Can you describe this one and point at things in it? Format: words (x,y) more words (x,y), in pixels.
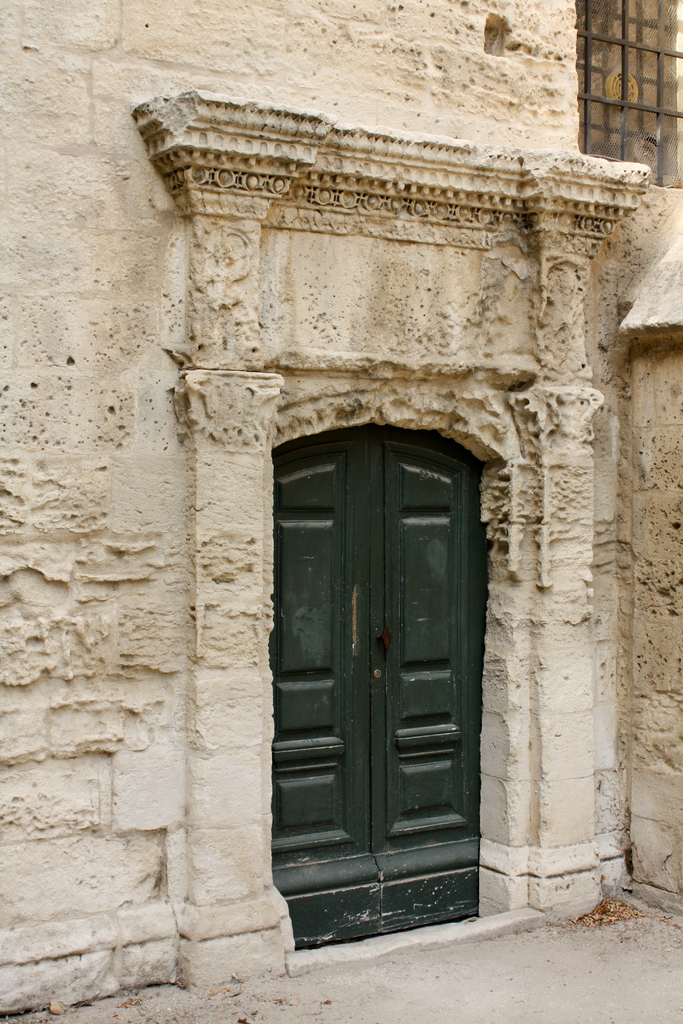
In this picture we can see wall (386,414), door (381,639) and window (630,86).
